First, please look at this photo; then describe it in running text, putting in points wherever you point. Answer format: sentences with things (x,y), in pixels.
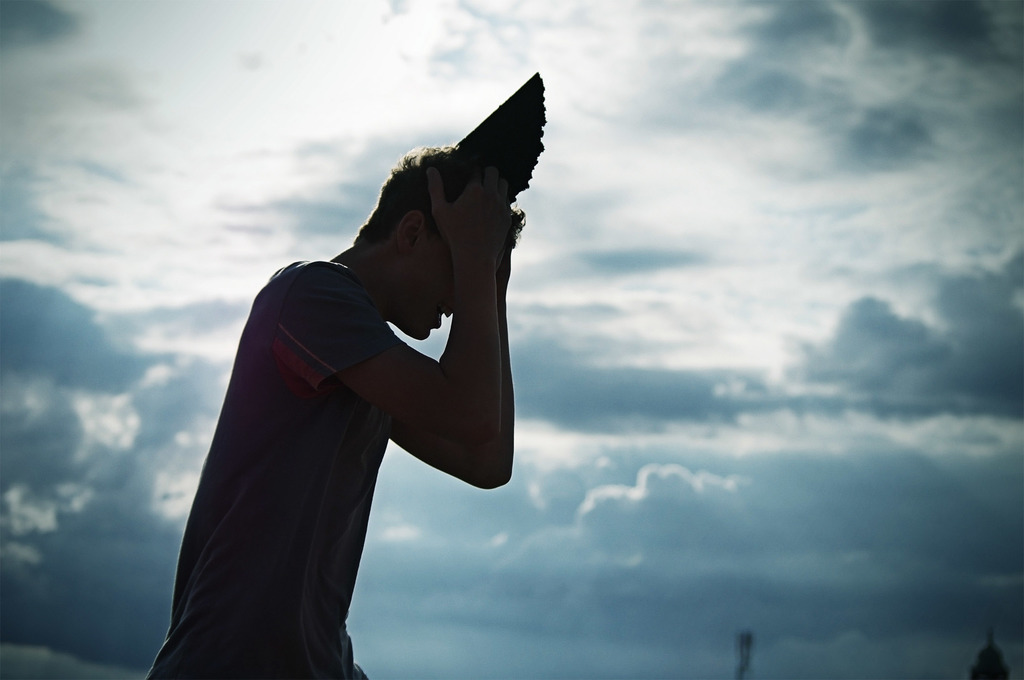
In the foreground of the picture (366,398) there is a person (435,288) holding his head (447,276), on the head (468,167) there is an object (505,156). Sky (645,286) is cloudy.
